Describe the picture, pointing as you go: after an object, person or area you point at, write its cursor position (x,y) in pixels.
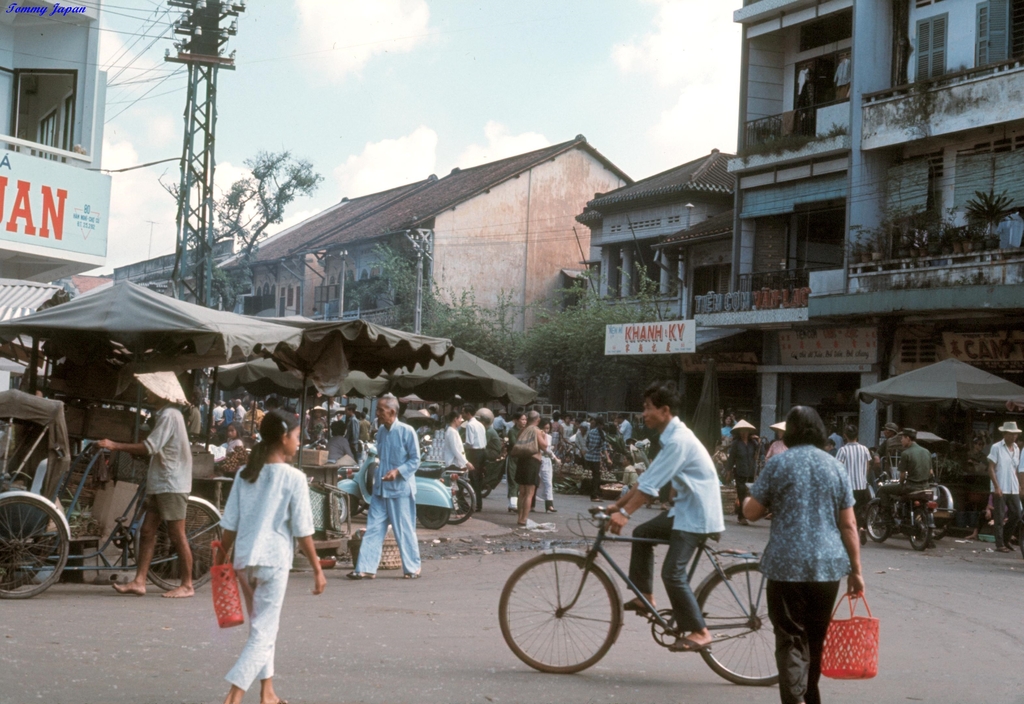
In this picture people (594,460) are walking on the road (376,588) and there are buildings (524,277) and trees (519,353) and in the middle of the picture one person (685,589) is riding a bicycle (603,548) where one woman (829,582) is holding a basket (839,658) and there is a sky (439,114).
